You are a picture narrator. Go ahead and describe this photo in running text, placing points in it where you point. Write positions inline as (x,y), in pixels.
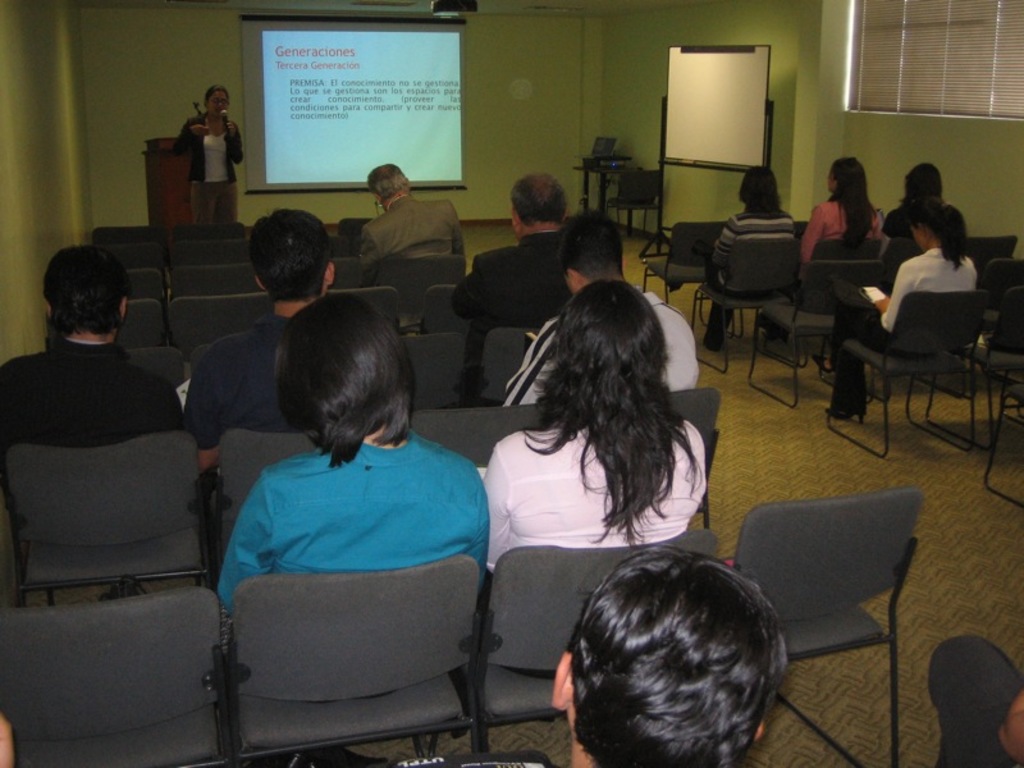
In this picture we can see a group of people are sitting on the chair (454,386), and in front here is the person (216,124) standing and holding a microphone (226,115) in her hands (228,133), and at back (317,133) here is the projector (409,52), and here is the wall (712,31).
